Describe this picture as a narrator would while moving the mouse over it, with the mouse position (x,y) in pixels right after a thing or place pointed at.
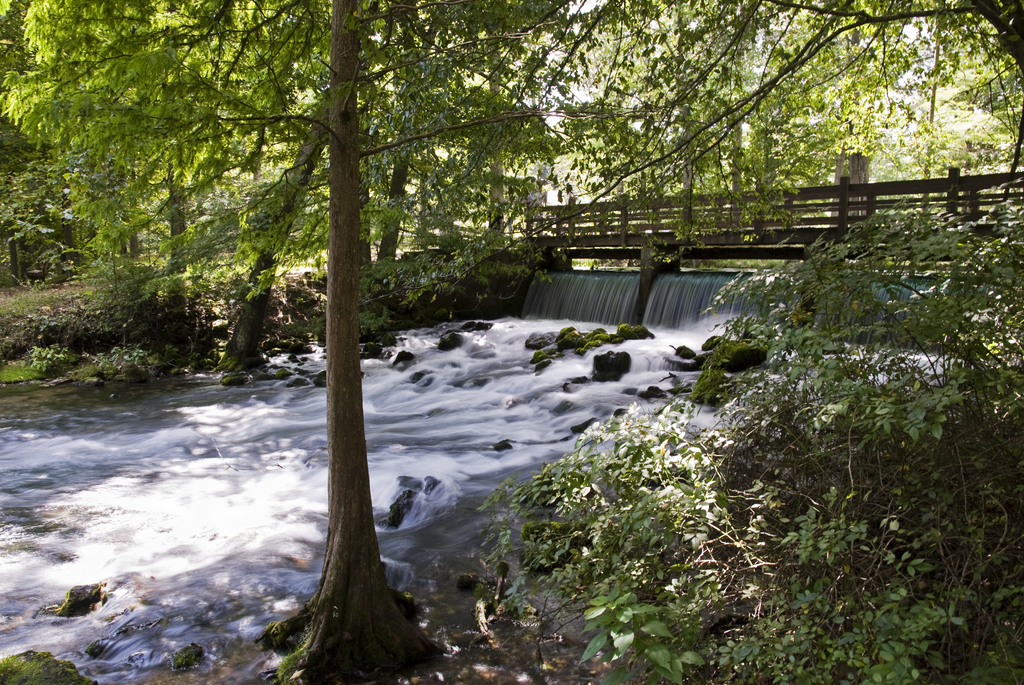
In this picture i can see many trees (711,85). In the center (537,310) i can see the water (21,498) is flowing. On the right (799,249) there is a wooden bridge (642,217). At the bottom (932,568) i can see the plants (821,560) and grass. At the top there is a sky (749,88).
